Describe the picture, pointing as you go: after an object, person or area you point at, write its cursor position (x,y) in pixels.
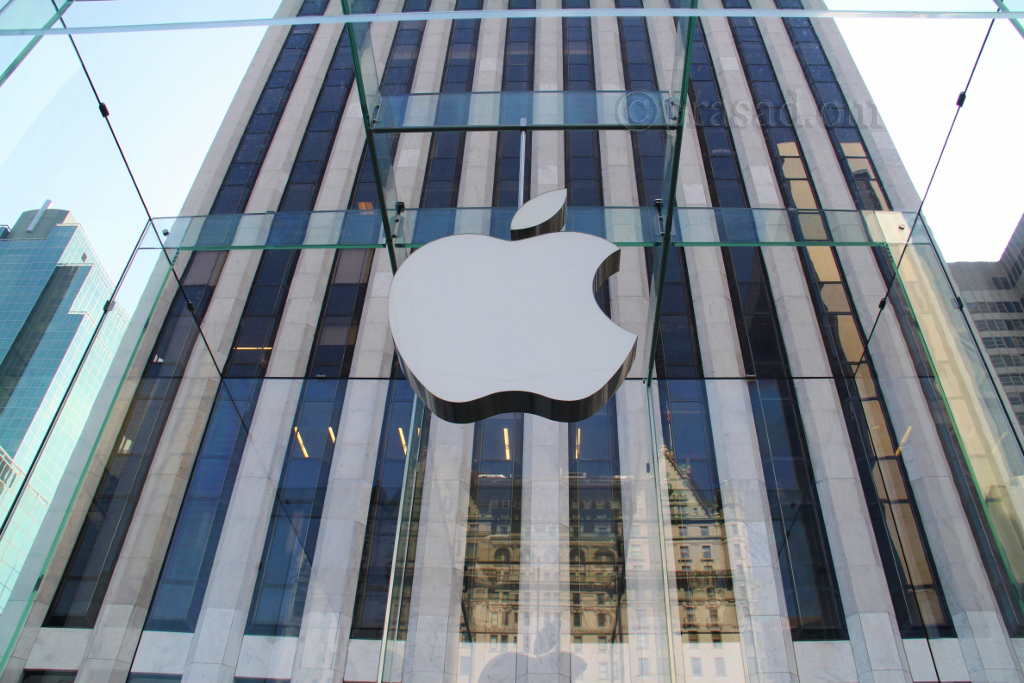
In this picture we can see the skyscrapers (859,420). We can see a logo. On the glass (697,531) we can see the reflection (619,617) of a building (569,632).
